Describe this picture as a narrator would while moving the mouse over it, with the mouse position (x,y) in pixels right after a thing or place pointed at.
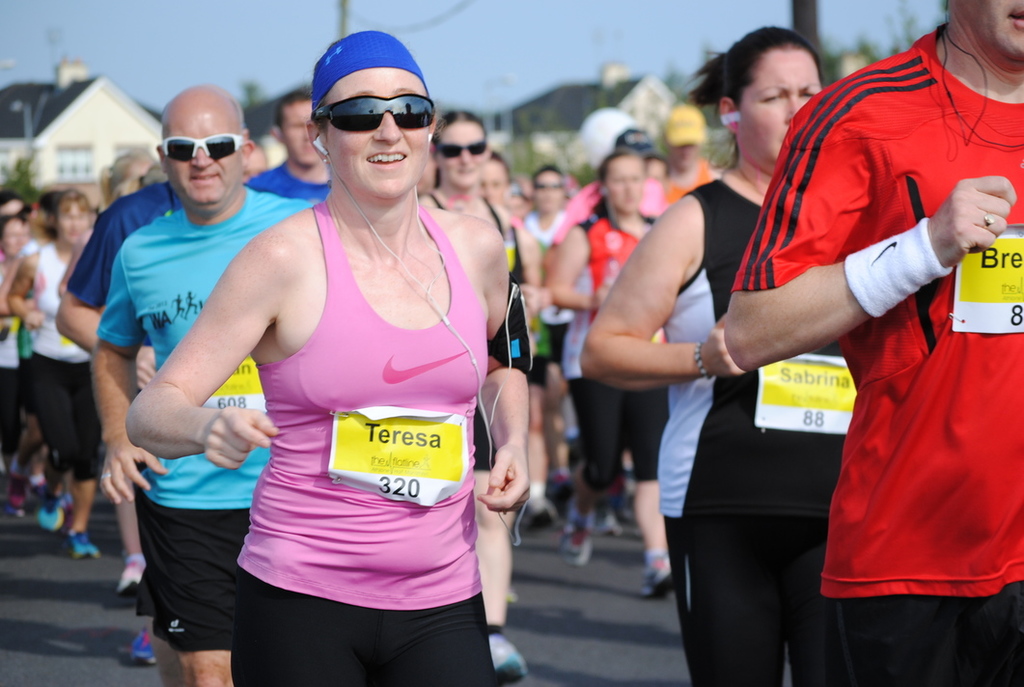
In this image, there are a few people (304,337). We can see the ground (646,664). We can see some houses (569,124), green colored objects (830,67) and poles (814,22). We can also see the sky (522,90).
